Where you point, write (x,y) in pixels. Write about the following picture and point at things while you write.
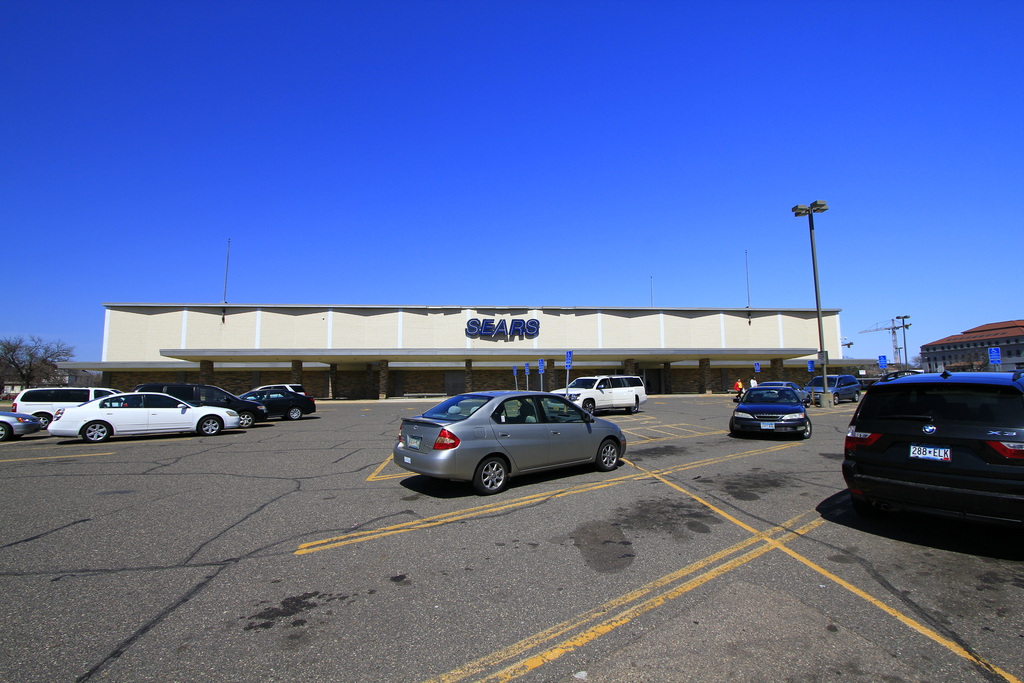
In this image I can see vehicles (451,453) on the road (260,433). In the background (706,374) I can see buildings (718,330), trees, pole lights (819,204) and the sky (520,130).
